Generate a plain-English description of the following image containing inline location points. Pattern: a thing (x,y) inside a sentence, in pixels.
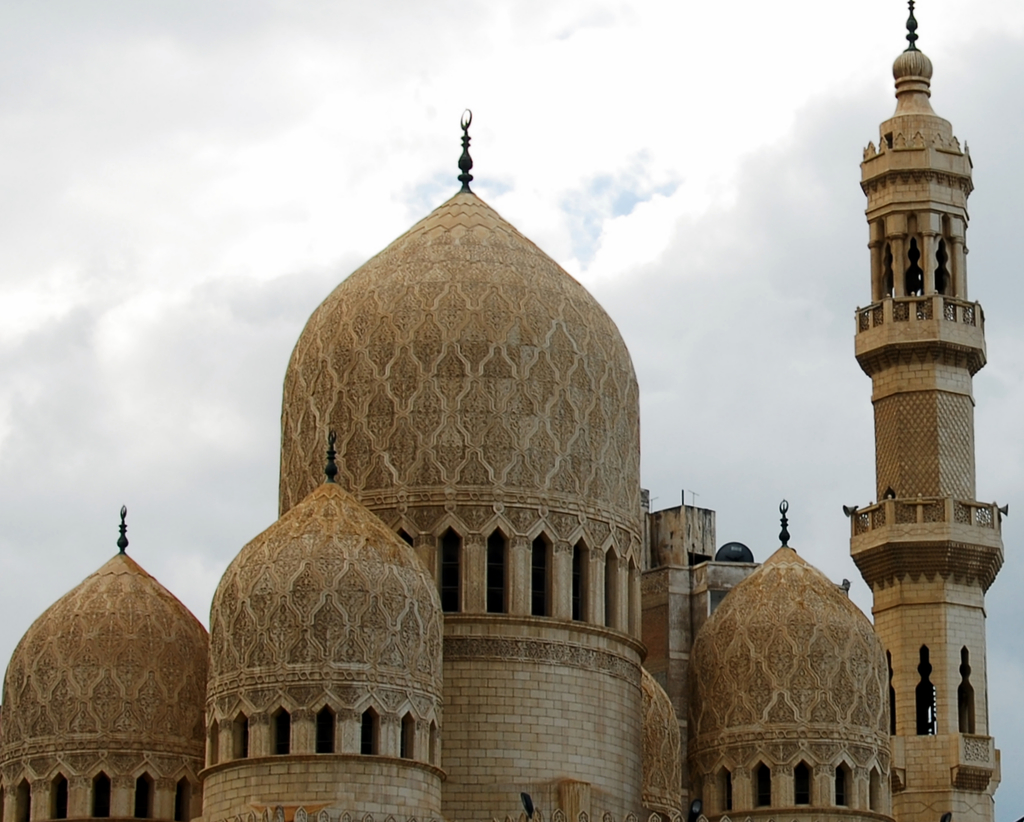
In the foreground of this image (432,646), there is a mosque (672,703). In the background (640,223), there is the sky (507,61) and the cloud (388,72).
